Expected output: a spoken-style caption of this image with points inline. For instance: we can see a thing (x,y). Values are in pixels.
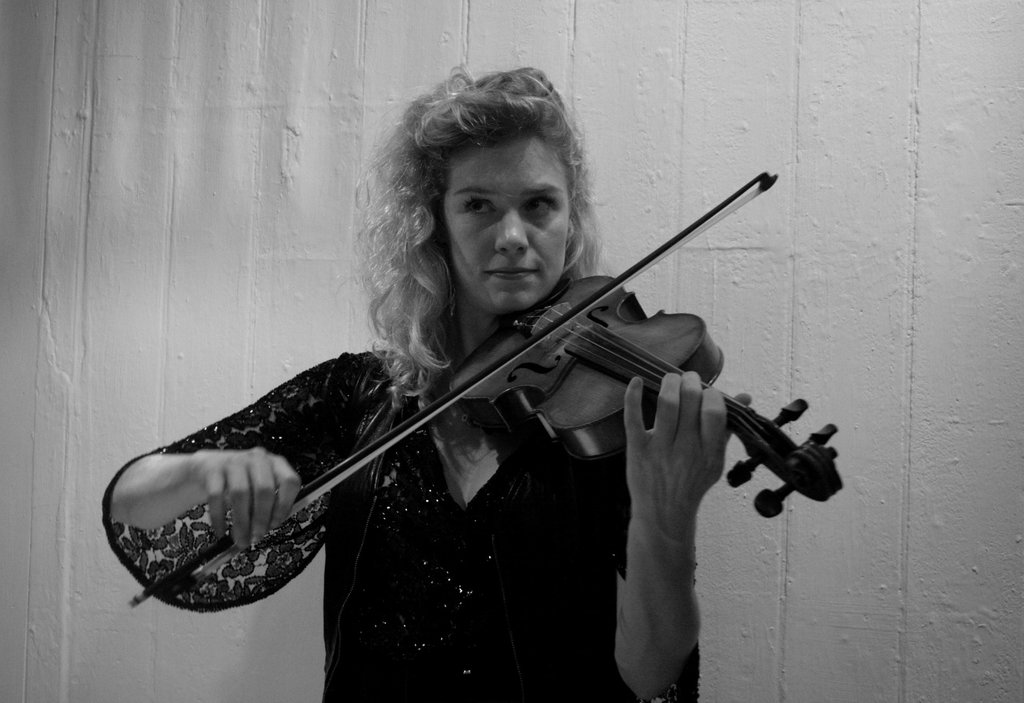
In this image i can see a woman (390,374) wearing a black dress (426,576) and holding a musical instrument (625,366) in her hand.
